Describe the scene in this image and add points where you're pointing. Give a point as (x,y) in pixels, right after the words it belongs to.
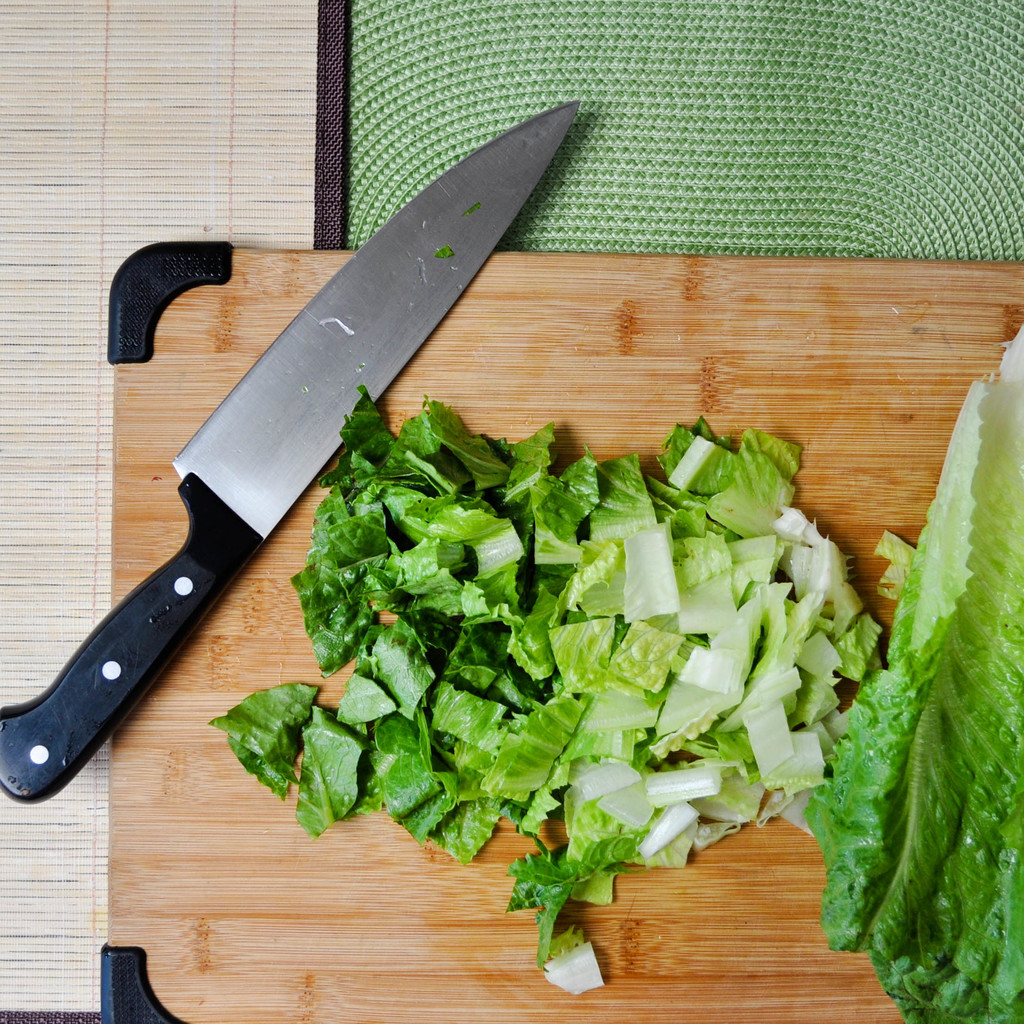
Here I can see a cutting board (232,926) on which a knife (234,492) is placed and also I can see a leaf (731,657) cut into pieces (637,654). At the top (819,140) there is a mat (834,68). In the background (175,154) there is a wooden surface (104,166).
